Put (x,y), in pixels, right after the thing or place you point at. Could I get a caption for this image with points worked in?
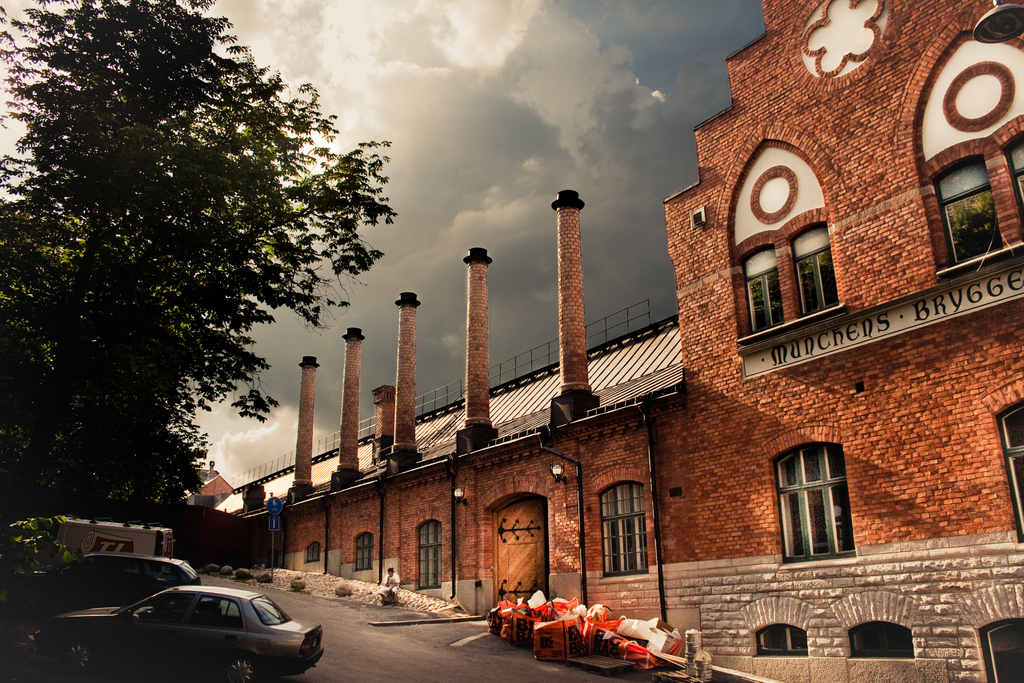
In this image, we can see a building (701,462), walls (770,432), glass windows (798,449), door (528,498), pillars (350,455), pipes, lights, board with text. On the left side of the image (272,507), we can see trees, pole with board (276,520). At the bottom of the image (501,629), we can see a person (397,589) sitting on an object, vehicles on the road (421,632) and few objects (527,614). In the background (595,245), there is the cloudy sky (455,237).
